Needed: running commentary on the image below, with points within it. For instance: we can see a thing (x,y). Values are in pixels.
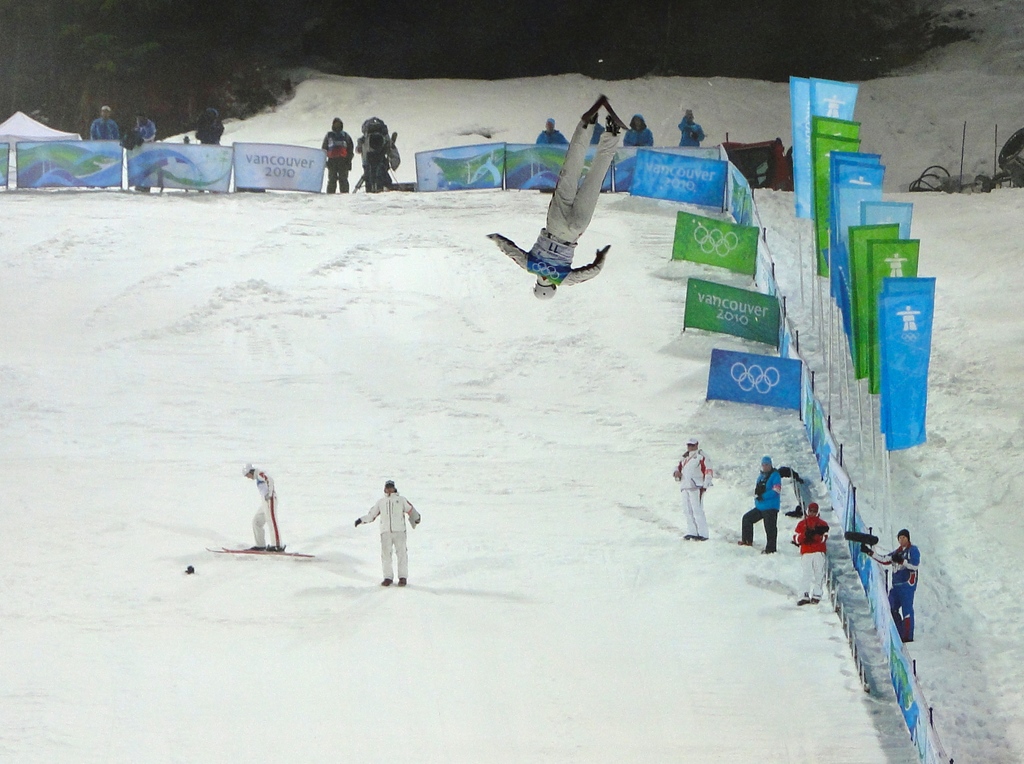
Background (14,35) portion of the picture is dark. In this picture we can see the banners (802,403), snow (691,577) and a person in the air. We can see the people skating on the snow (483,526). Few people (689,508) are standing on the right side (743,524) and few people (689,130) are standing in the background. We can see few objects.
